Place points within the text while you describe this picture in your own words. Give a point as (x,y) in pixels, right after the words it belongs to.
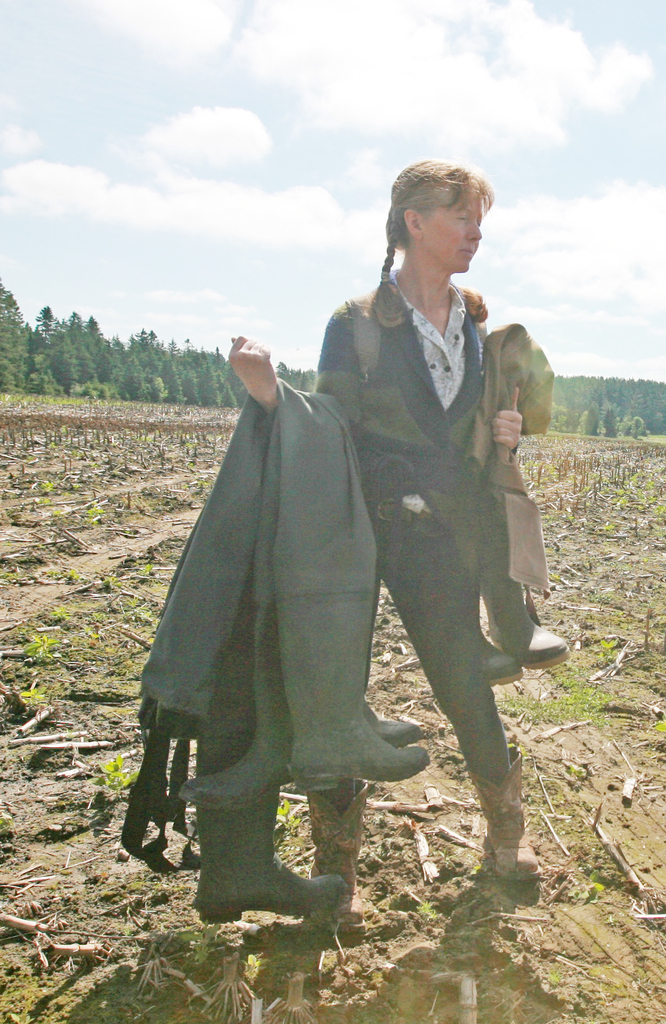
In this picture we can see a woman (339,823) holding boots (361,618) with her hands (506,437) and standing on the ground (73,485) and in the background (80,438) we can see plants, sticks (158,431), trees (558,407) and the sky (197,334) with clouds (301,204).
